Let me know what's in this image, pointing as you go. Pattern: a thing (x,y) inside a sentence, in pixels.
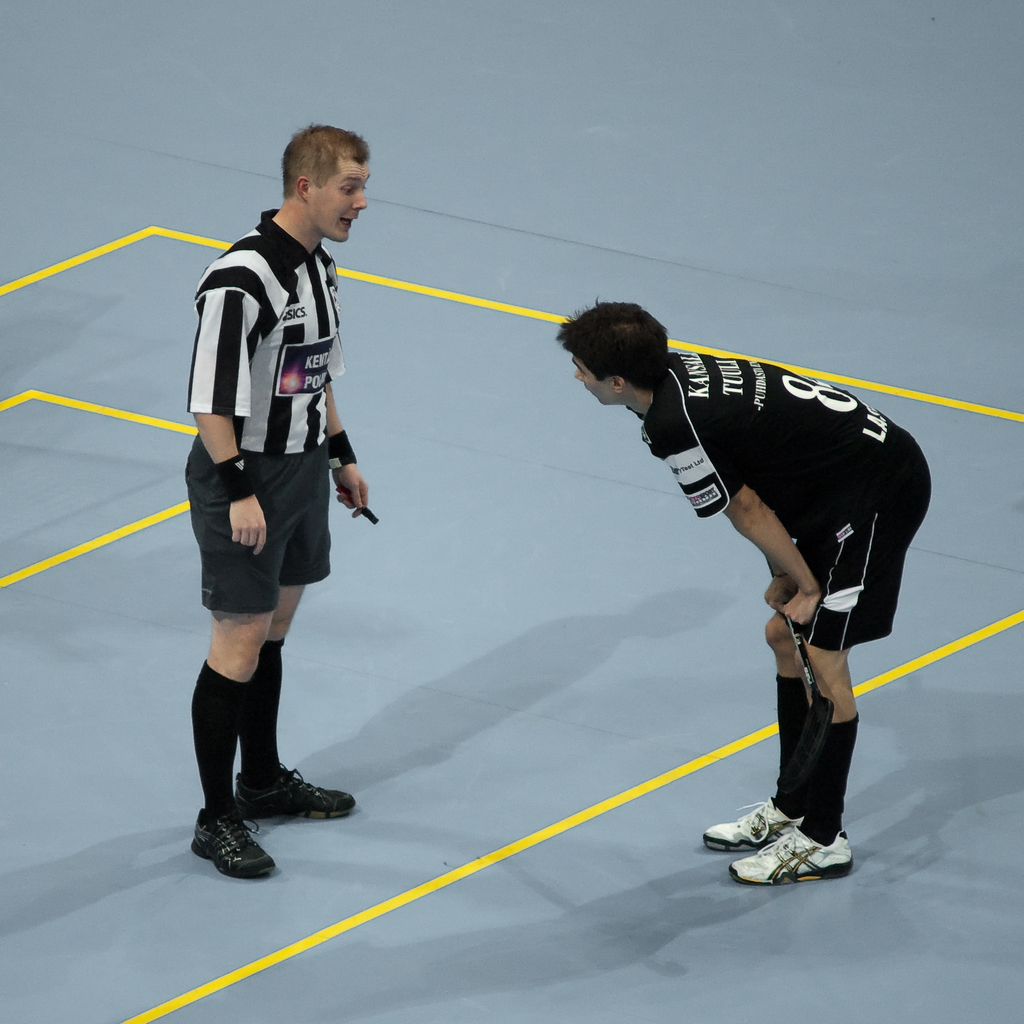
On the left side (261,425), there is a person (316,479) in a T-shirt (308,420), holding an object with a hand (347,471), standing and speaking on a court (308,900), on which there are yellow color lines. On the right side (848,845), there is a person (882,418) in a black color T-shirt (776,397), slightly bending on the court (779,121).
